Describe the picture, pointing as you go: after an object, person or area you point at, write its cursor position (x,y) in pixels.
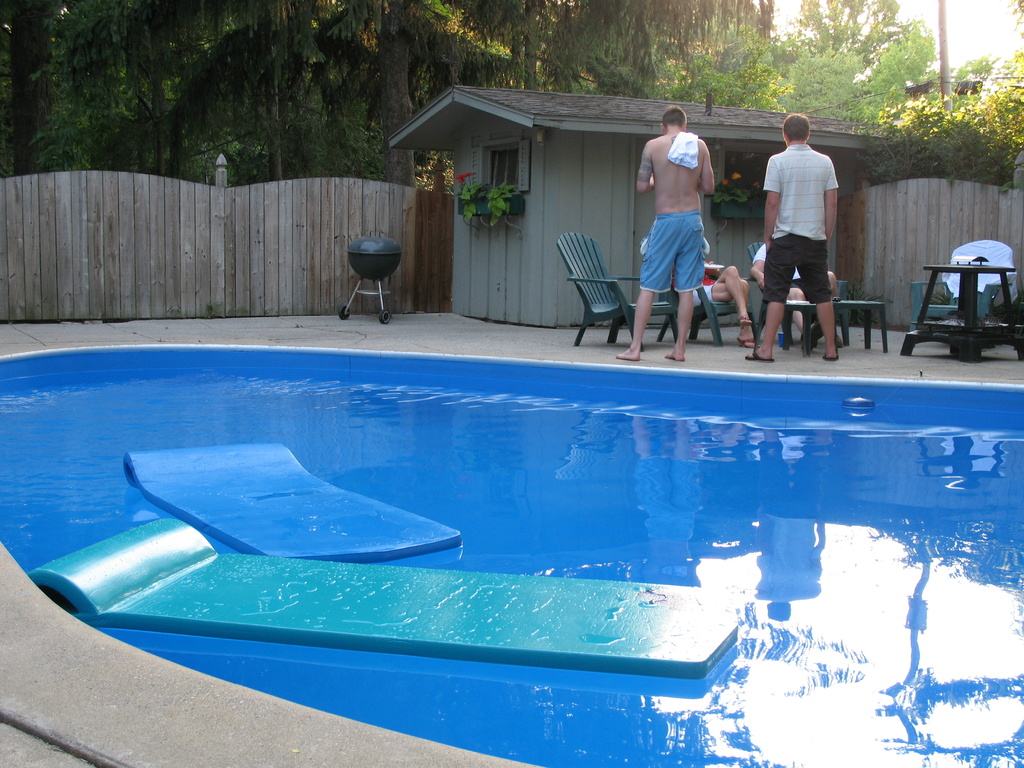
In the background (575,34) we can see trees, a house (555,207). There is a plant (497,194) fixed on the wall (489,283). On the left side (97,248) we can see the wooden wall (450,279). We can see people (710,278) sitting on the chairs (586,243). Two men (817,240) are standing near to the chairs (843,281). At the bottom (587,527) we can see a swimming pool (815,536) and water mats (513,609).
